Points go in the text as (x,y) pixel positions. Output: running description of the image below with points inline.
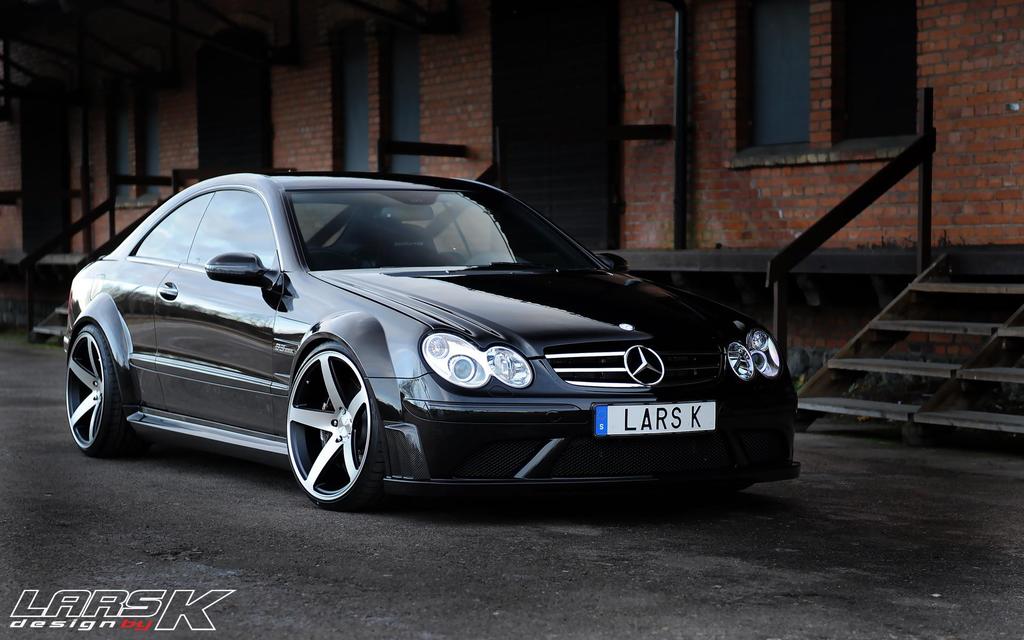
In this picture I can see a vehicle (169,227) on the road (506,542), and in the background (942,34) there is a building (942,34) and there is a watermark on the image.
